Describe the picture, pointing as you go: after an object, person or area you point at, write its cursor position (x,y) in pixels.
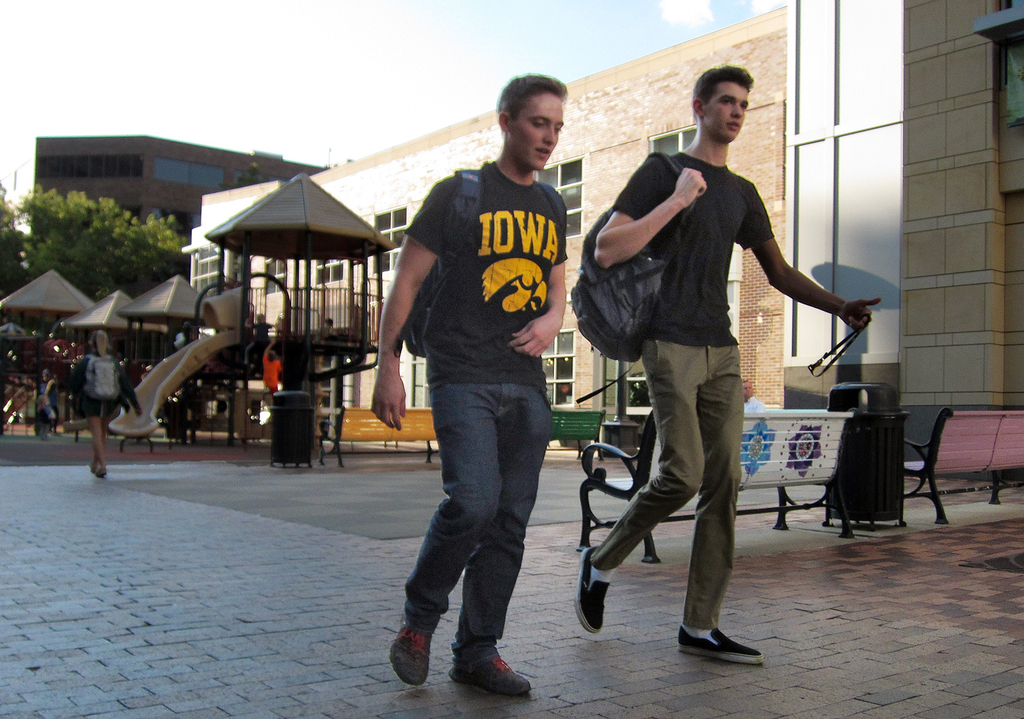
In the center of the image (524,252) we can see two persons (535,390) are walking and they are wearing bags (604,339). And the right side person (676,306) is holding some object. In the background (746,315), we can see the sky (453,34), clouds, buildings (915,66), trees (44,238), sheds (291,239), few people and a few other objects (221,342).
